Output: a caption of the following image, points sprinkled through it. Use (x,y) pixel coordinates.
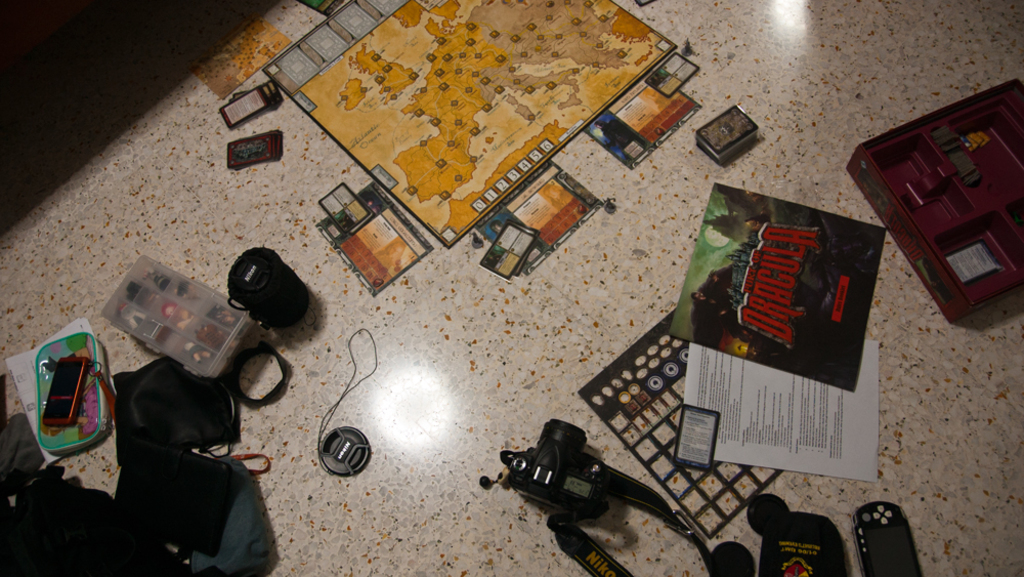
In the picture i can see camera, camera lens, remote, mobile phone (83,361), box (183,308), bags (206,490), papers (868,420) and some other items (489,222) which are on floor (709,95).
